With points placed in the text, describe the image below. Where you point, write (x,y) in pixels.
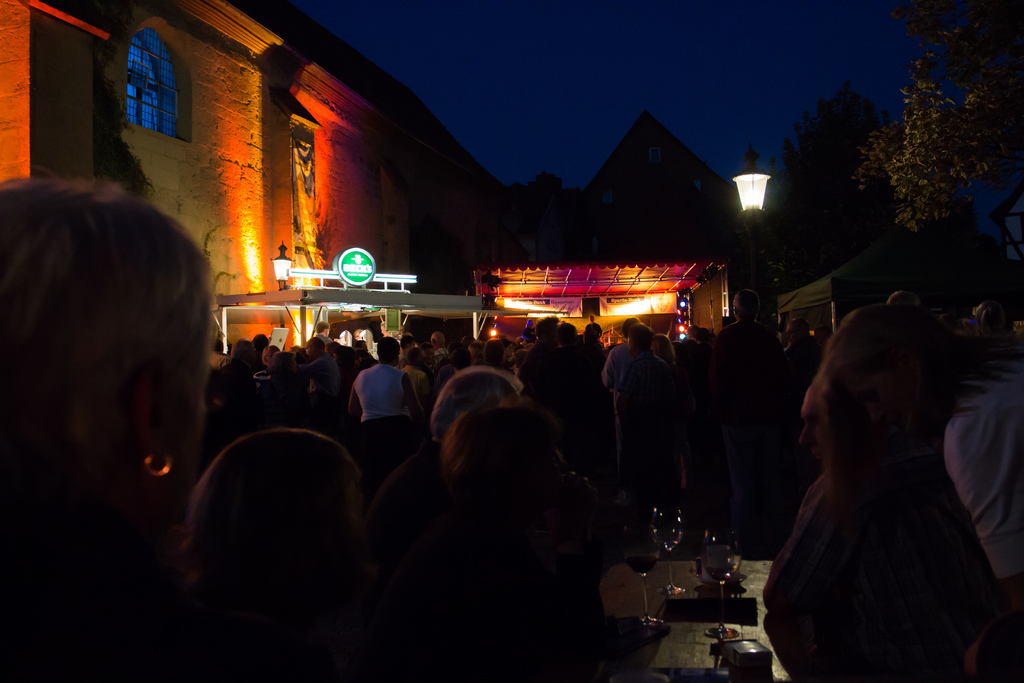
In this picture we can see the group of persons (678,378) standing near to the table (678,564). On the table (692,564) we can see wine glasses (707,567), box (766,670) and book (753,609). In the back (600,179) we can see buildings (391,235) and board (343,266). Here we can see street light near to the trees (859,241). At the top (570,38) there is a sky (709,24).
